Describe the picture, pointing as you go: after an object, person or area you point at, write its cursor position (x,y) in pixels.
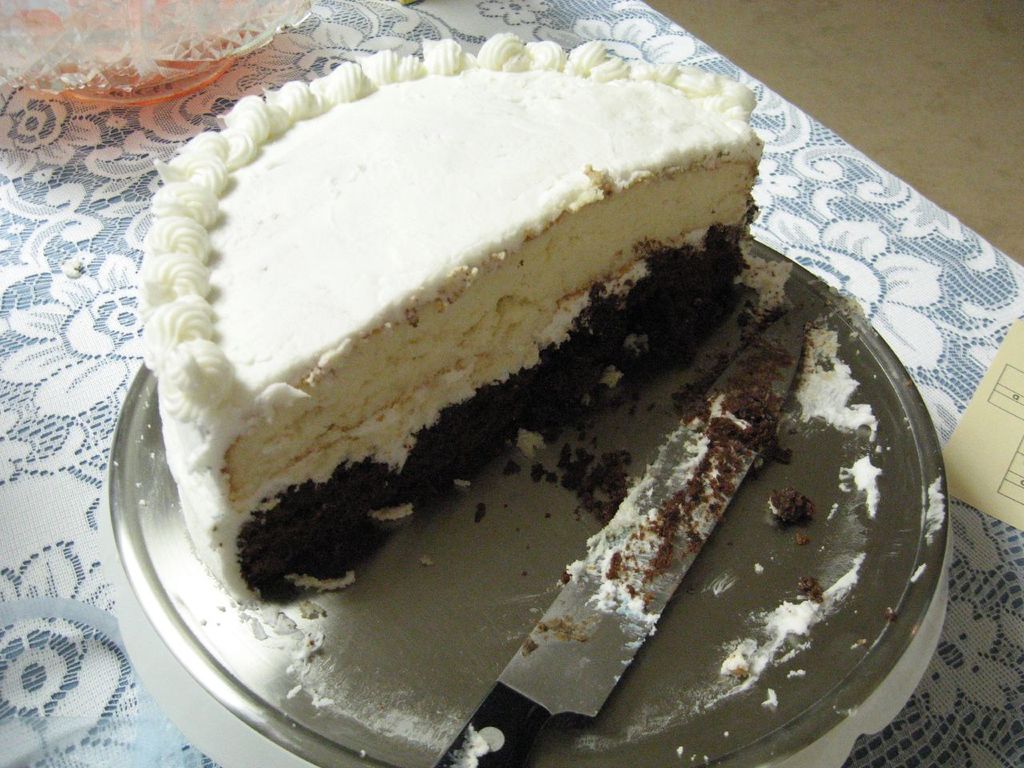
There is a half cake (268,192) which is in white and chocolate color combination on a steel plate (167,545). On which, there is a knife (573,638). And this plate (279,740) is arranged on the white color plate (217,737) which is on the table (179,150) which is covered with a cloth (292,73) on which, there is a letter (1010,484) and an object (186,24). In the background (889,66), there is a floor (947,134).
